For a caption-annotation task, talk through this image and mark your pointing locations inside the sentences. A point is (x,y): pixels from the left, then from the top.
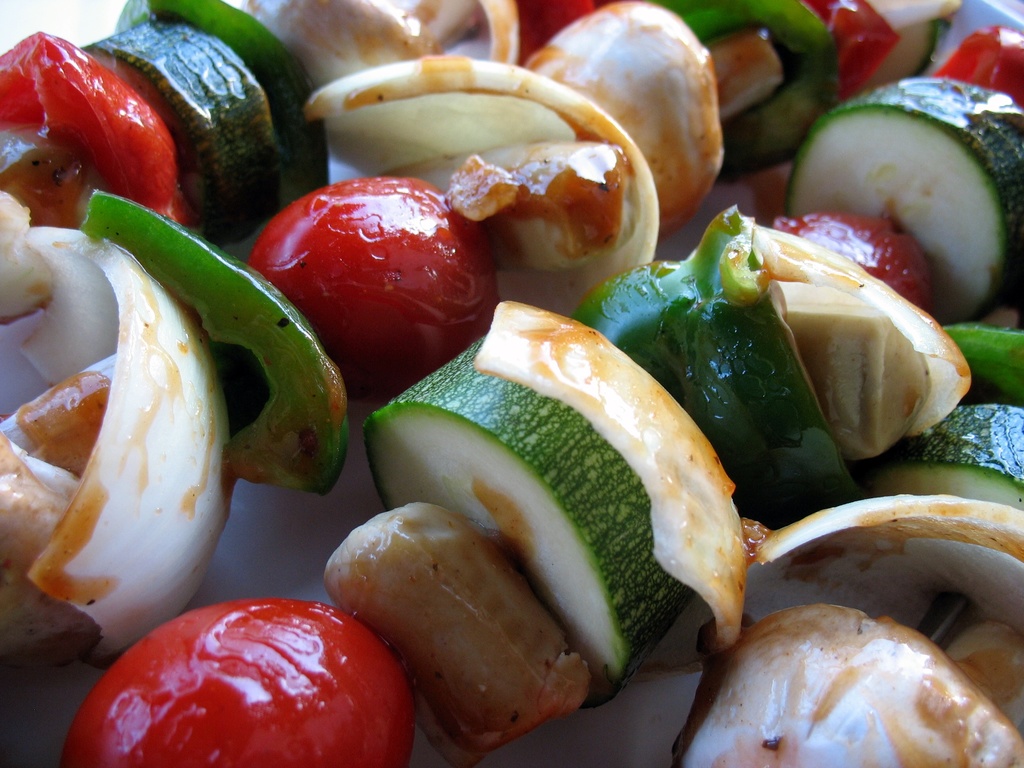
In this image I can see food items (477,367) which are of red, green and white in color and they're on the white color surface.
